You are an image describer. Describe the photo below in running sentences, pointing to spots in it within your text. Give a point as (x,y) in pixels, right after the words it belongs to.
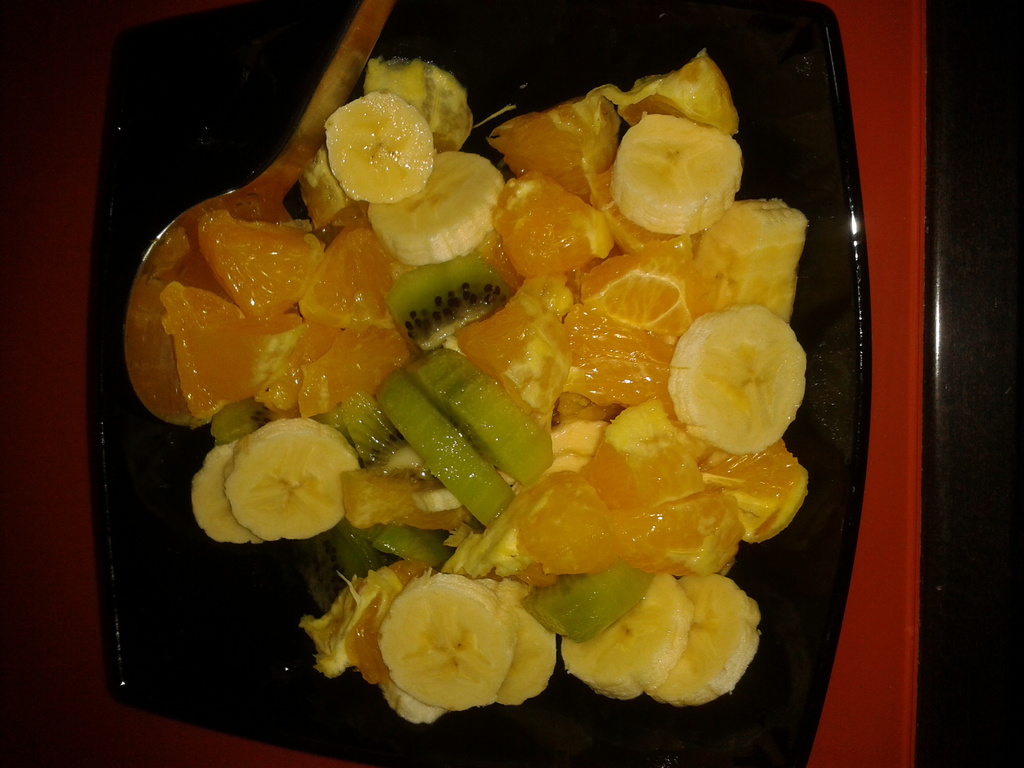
In this image we can see cut fruits (260,380) and a spoon (266,187) in the bowl (291,113).
